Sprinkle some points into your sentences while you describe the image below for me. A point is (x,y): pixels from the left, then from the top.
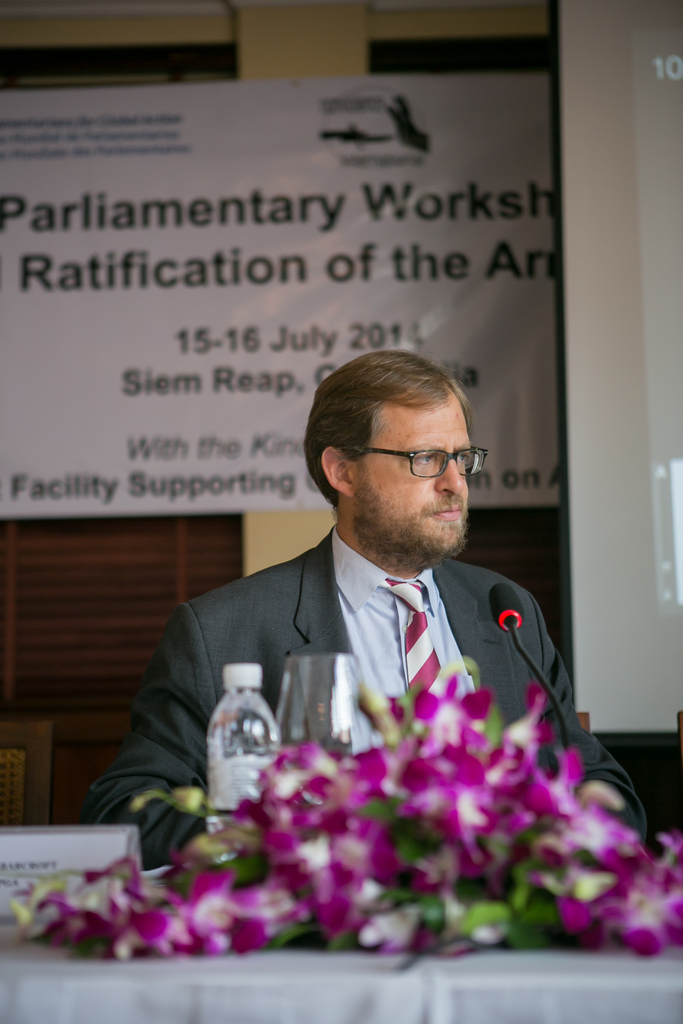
In this image there is a man (356,652) sitting on chair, in front of him there is a table (616,999), on that table (584,980) there is bottle (215,768), flowers (209,855), in the background (74,135) there is a wall (365,66) to that wall (242,46) there is a poster (98,169) on that poster (328,238) there is some text (327,219).
